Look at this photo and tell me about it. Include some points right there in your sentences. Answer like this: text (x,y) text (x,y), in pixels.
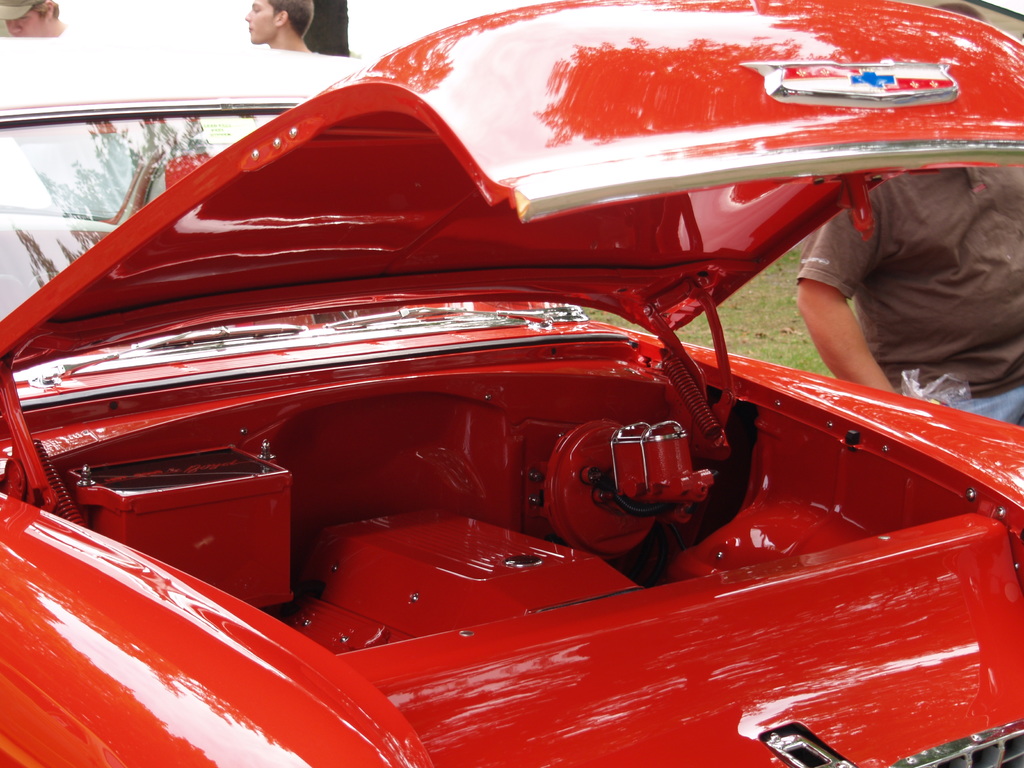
In this image I see a car (216,161) which is of red in color and behind it I see 3 persons (268,36) and I see the grass (719,306).
